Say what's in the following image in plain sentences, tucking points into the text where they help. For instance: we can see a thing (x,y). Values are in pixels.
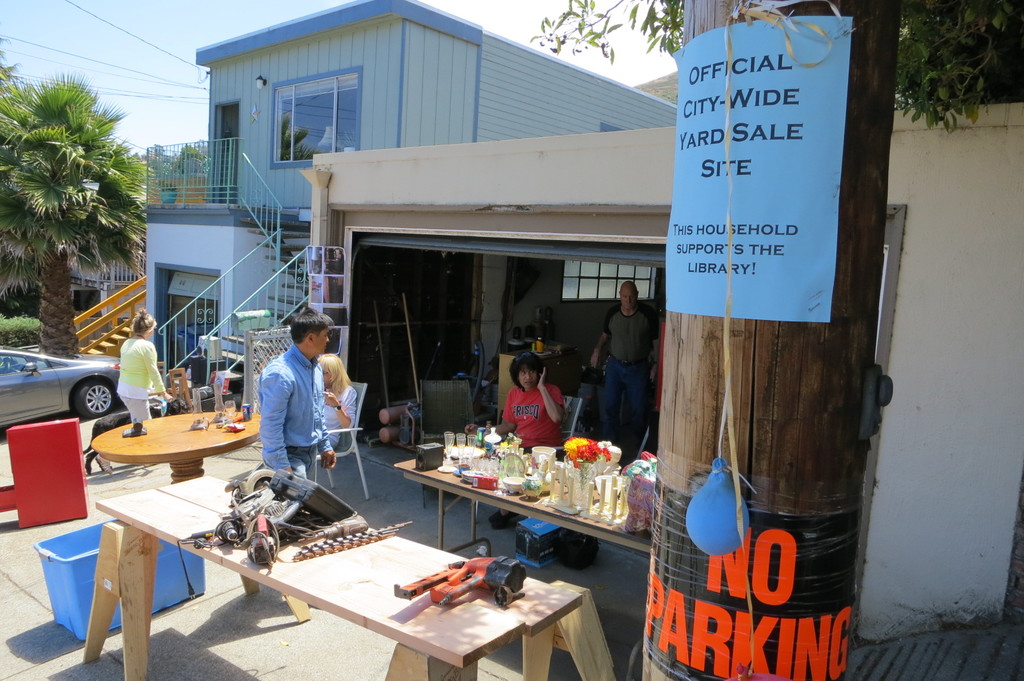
In this image i can see a man (290,369) standing at right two persons (535,382), one woman (535,382) is sitting and the other man (594,357) is standing, there are few bottles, a flower pot (591,459) on a table (575,517), at the back ground (314,124) i can see, a building (320,139), a tree (128,151), a car (107,378), stairs (112,344) and a banner (668,252).
